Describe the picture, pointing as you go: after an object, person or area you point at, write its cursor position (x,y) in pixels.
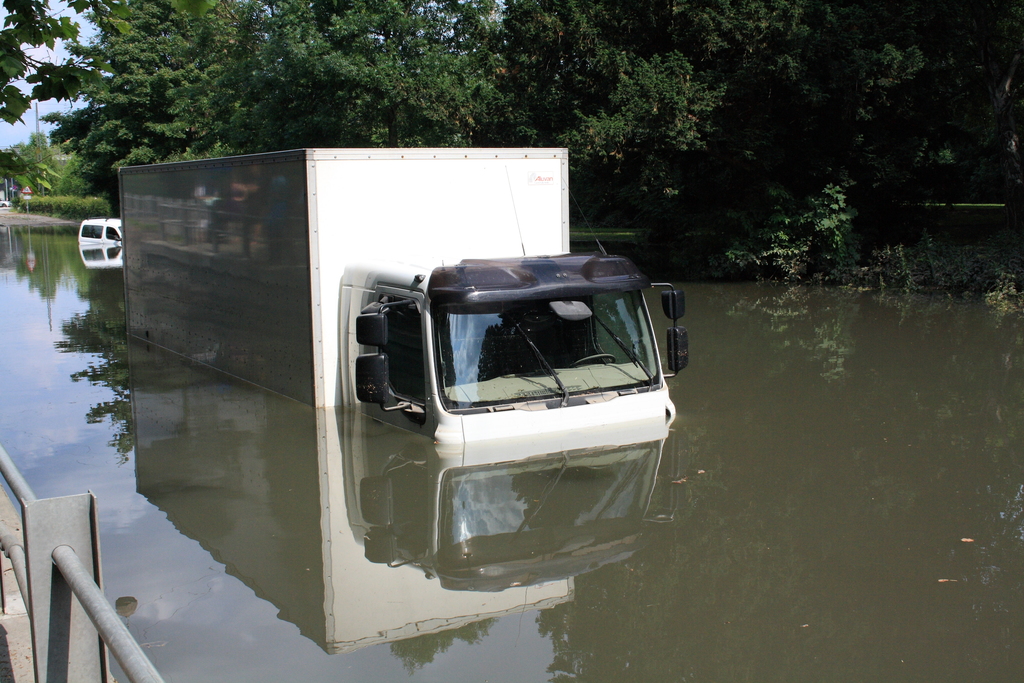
There is truck (402,257) in the water (377,424). On the left corner (49,549) there is a railing (46,558). In the back (489,87) there are trees (393,63). Also there is another vehicle (89,242) in the water (76,241). In the background (46,127) there is sky (14,132).
